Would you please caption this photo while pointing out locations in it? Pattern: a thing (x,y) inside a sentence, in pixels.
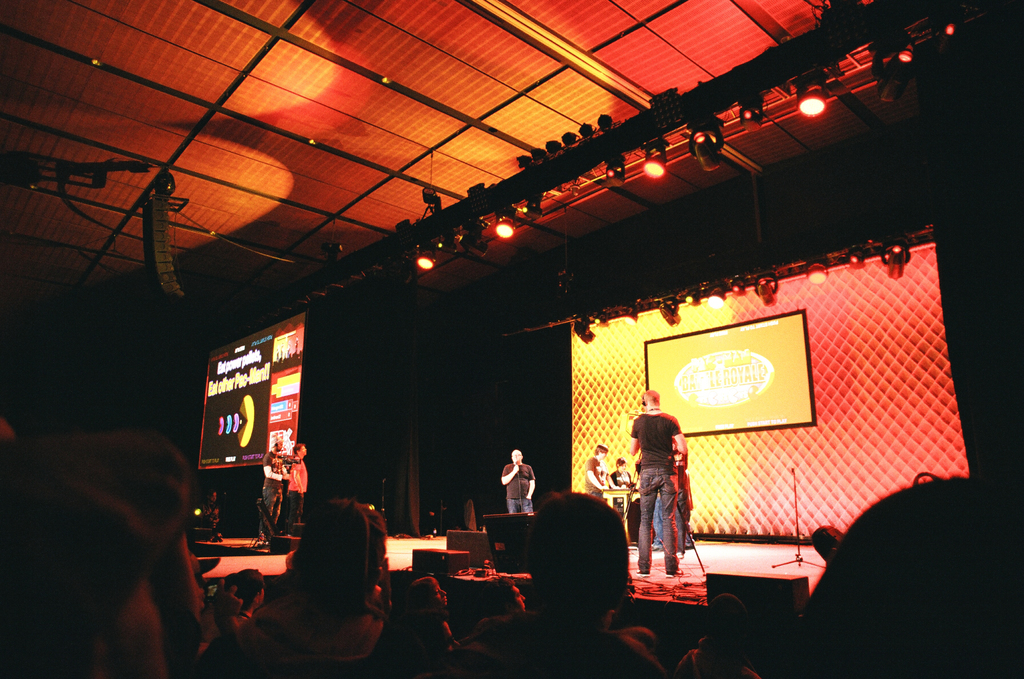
In this picture we can observe a person (510,477) standing on the stage (744,567) and holding a mic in his hand (516,474). There are some persons (656,494) standing on the stage (634,550). We can observe some people (363,630) sitting in the chair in front of the stage (390,542). There is a screen (717,394) behind the persons (642,472) standing on the stage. The screen (692,381) is in yellow and red color. We can observe some red color lights (505,220). On the left side (259,377) we can observe projector display screen (232,411). The background (366,392) is completely dark.
